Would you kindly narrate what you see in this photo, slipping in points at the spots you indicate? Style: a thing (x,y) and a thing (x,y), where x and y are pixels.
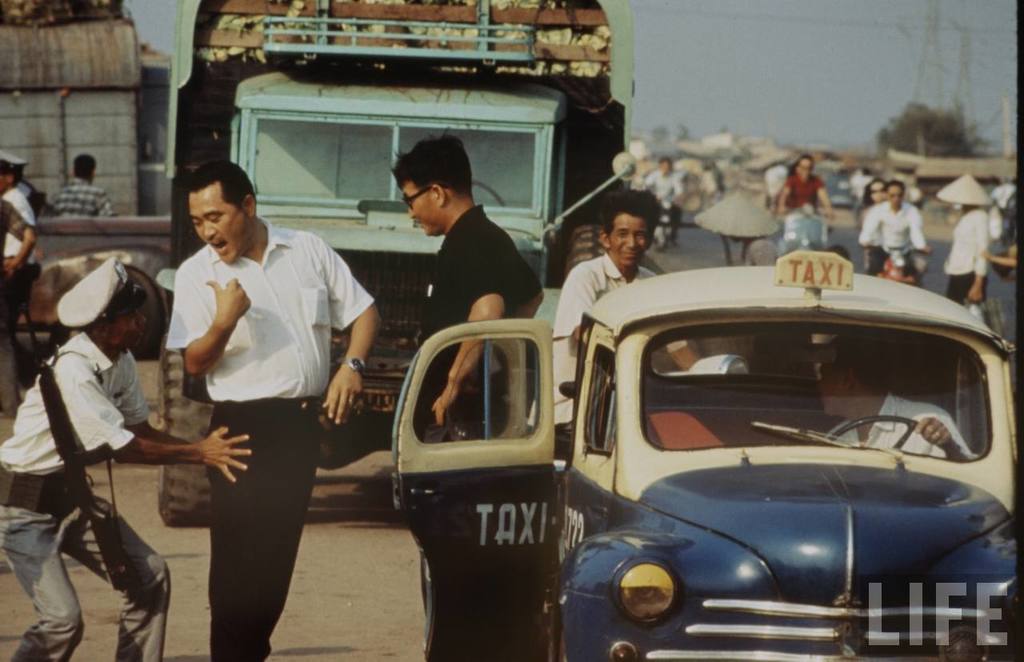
There are many members (213,440) standing in this picture. In the background (717,223) there is a road (847,224) on which some vehicles (788,222) are coming. In front of them there is a taxi (734,494). There is another vehicle (445,128) here, this is a lorry (406,95).
